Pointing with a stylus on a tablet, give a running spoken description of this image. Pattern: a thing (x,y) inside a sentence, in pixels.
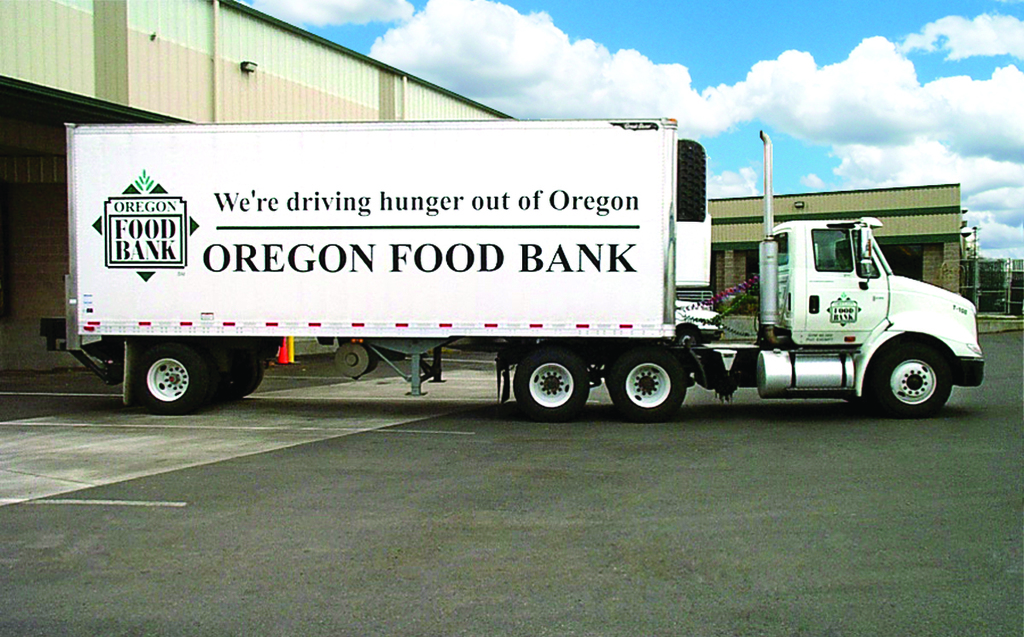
In this image we can see a truck (466,292) on the road (490,394), sheds (432,102), trees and sky (815,95) with clouds (587,85) in the background (783,85).
